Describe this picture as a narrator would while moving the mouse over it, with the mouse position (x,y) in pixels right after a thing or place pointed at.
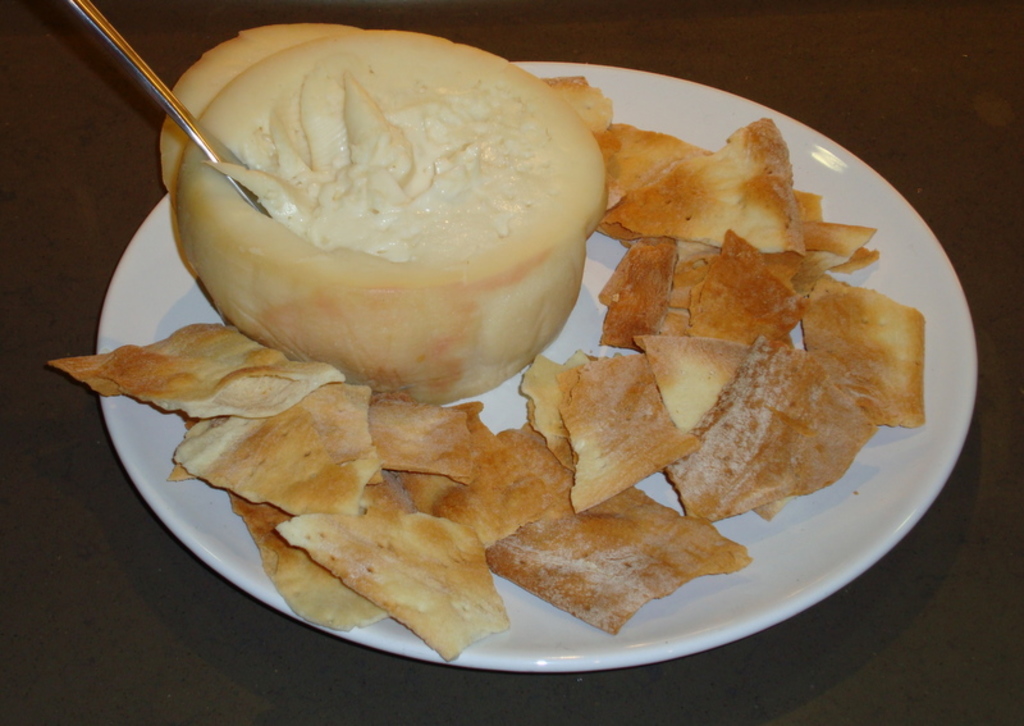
In this image we can see a plate (230,569) with some food (410,551) and a spoon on an object (28,579), which looks like a table (911,111).
